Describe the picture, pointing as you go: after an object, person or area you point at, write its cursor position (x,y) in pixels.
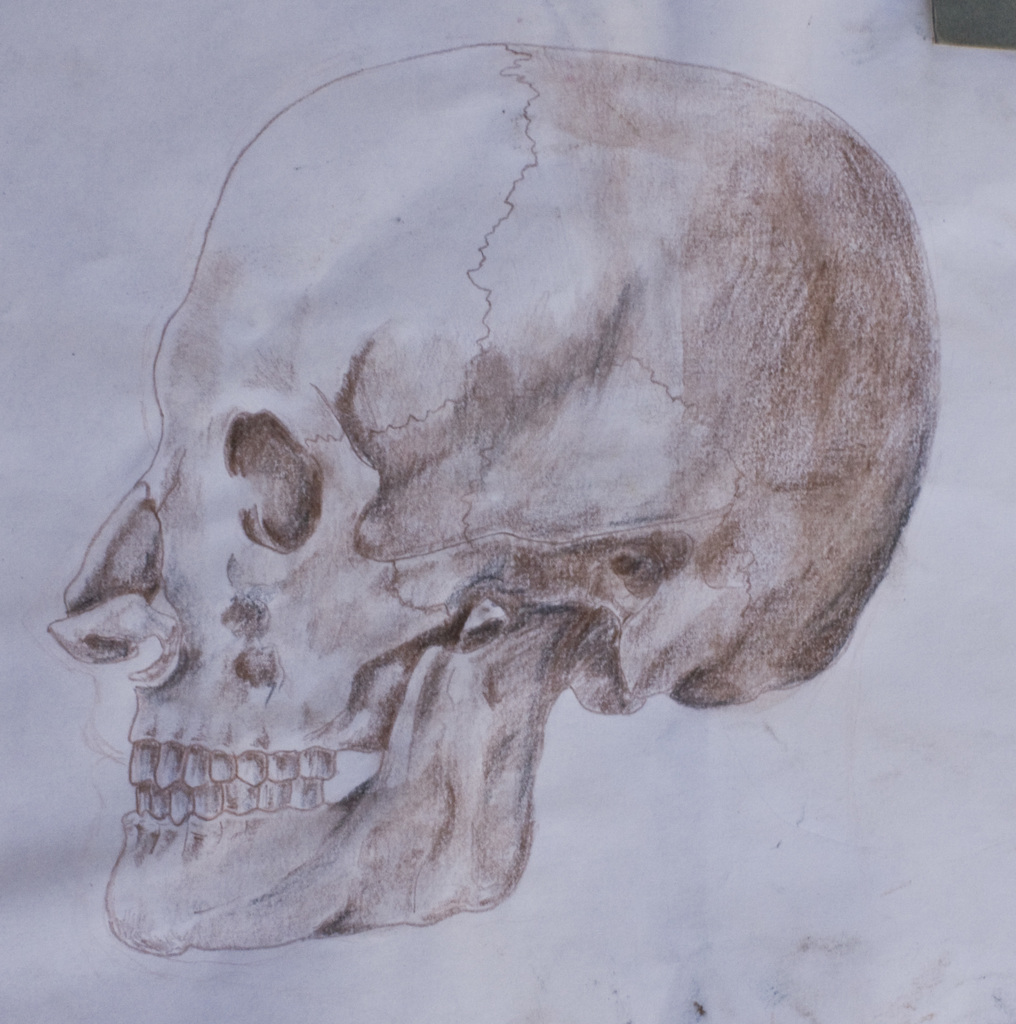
In this image we can see drawing (354,327) of a skull (295,253) on a paper (627,884).
